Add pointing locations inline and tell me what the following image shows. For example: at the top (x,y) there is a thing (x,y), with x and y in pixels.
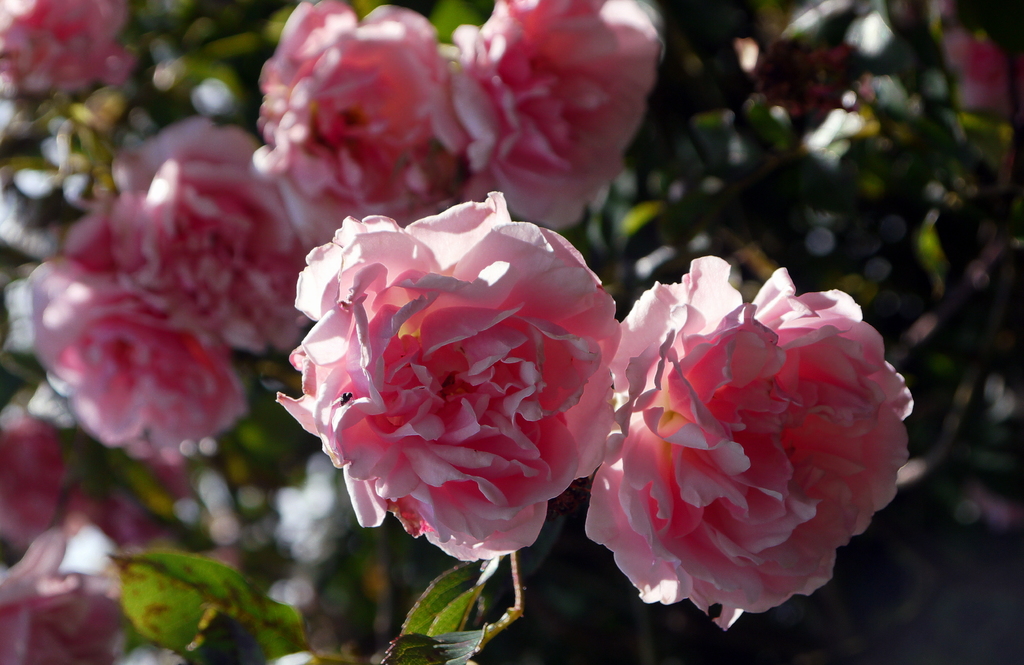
In this picture, we see the plants (772,166) or trees (660,280) which have flowers (362,218). These flowers (331,316) are in pink color. In the background (937,128), we see the trees (674,115). This picture is blurred in the background (816,161).
